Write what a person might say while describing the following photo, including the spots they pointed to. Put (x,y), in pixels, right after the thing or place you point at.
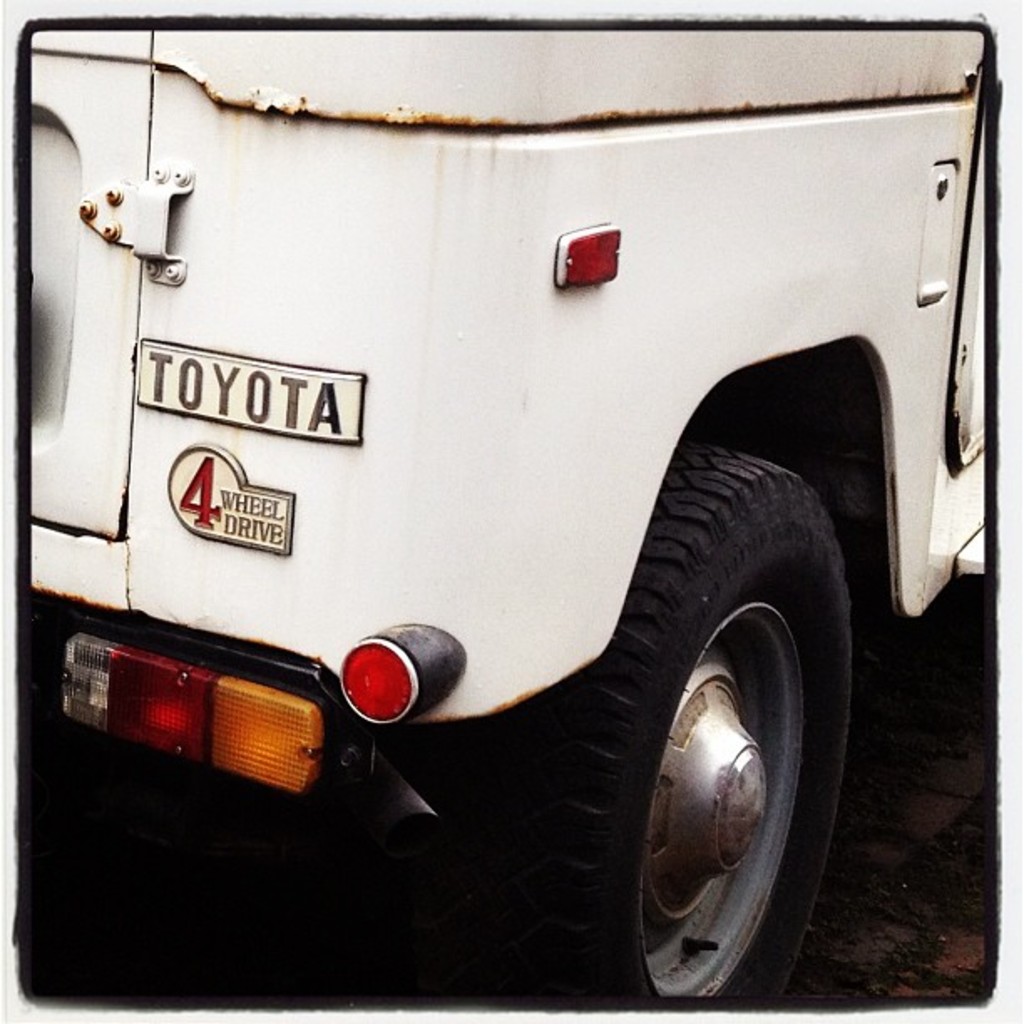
In this image we can see the part of a motor vehicle (603,667) placed on the ground (887,857).
